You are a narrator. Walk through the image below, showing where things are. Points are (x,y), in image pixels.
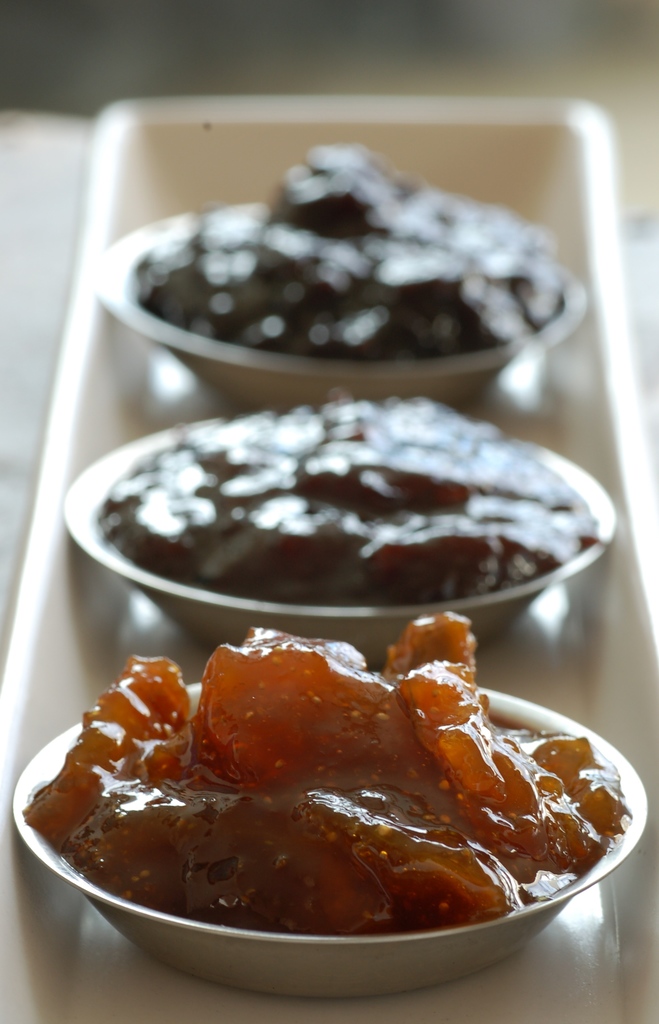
In this image we can see a tray (16,693) containing three bowls (458,382) with food (411,236) placed on the surface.
